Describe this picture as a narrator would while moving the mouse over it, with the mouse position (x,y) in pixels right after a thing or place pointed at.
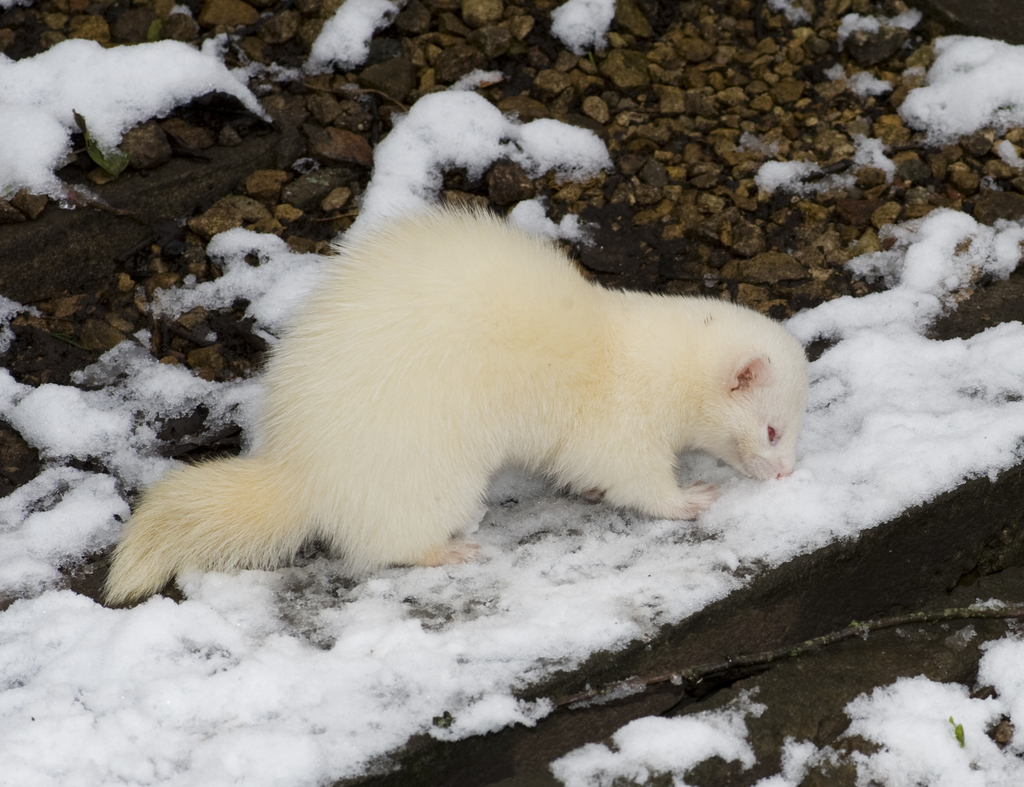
In this picture I can see an animal (441,425) which is of white in color and I see the stones (269,103) and the white snow (582,144).
